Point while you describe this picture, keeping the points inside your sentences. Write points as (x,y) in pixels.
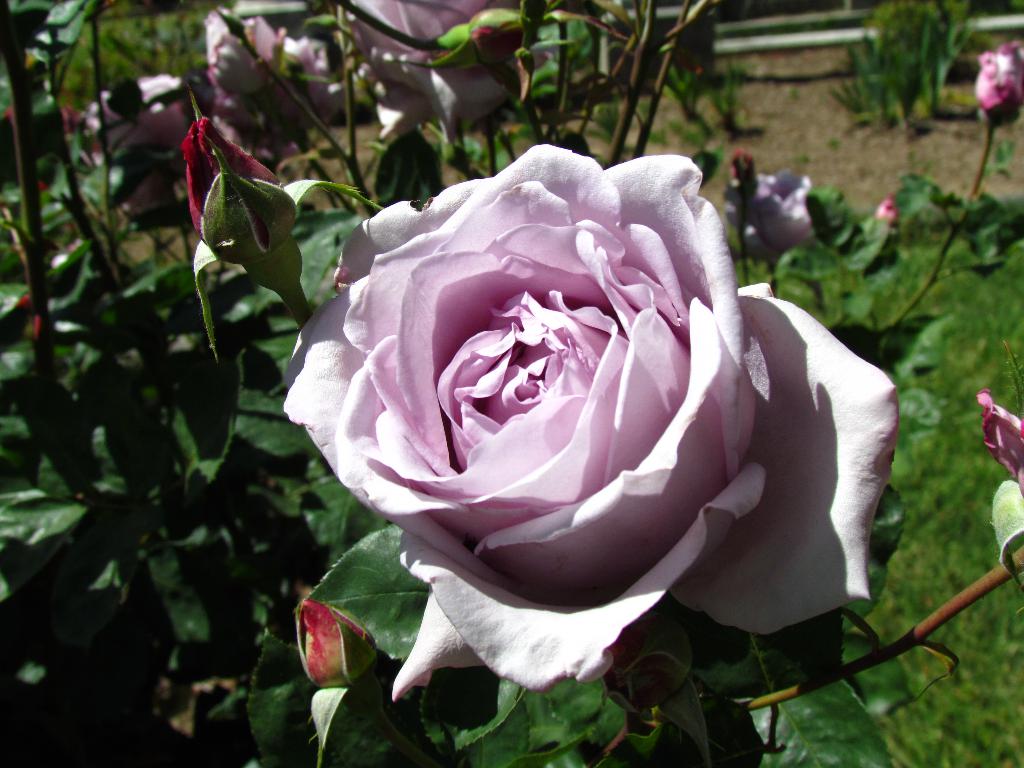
In this image in the foreground (707,282) there is one flower (613,221), and in the background (165,78) there are some flowers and plants (697,630) and some pipes (735,40) and sand (940,147). On the right side (931,510) there is grass (988,613).
